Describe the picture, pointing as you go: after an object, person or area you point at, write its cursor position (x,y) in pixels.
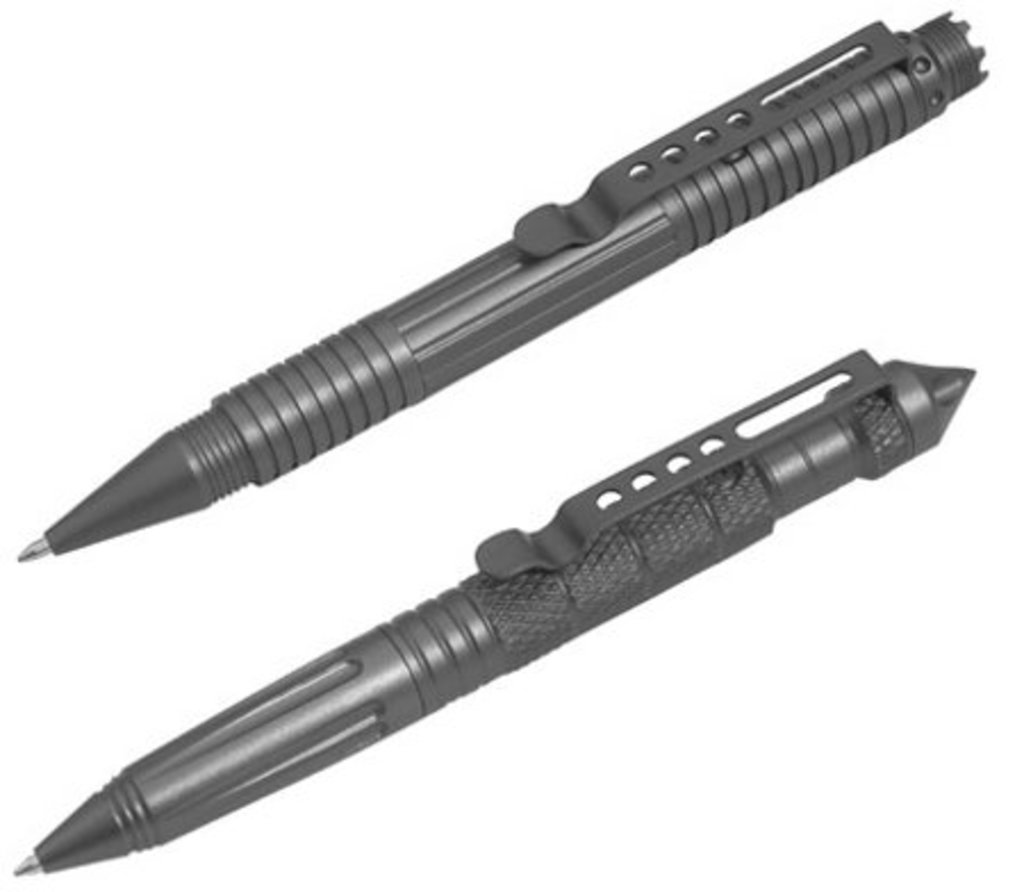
In the image we can see there are two different designs of pen (534,600), black gray in color.
